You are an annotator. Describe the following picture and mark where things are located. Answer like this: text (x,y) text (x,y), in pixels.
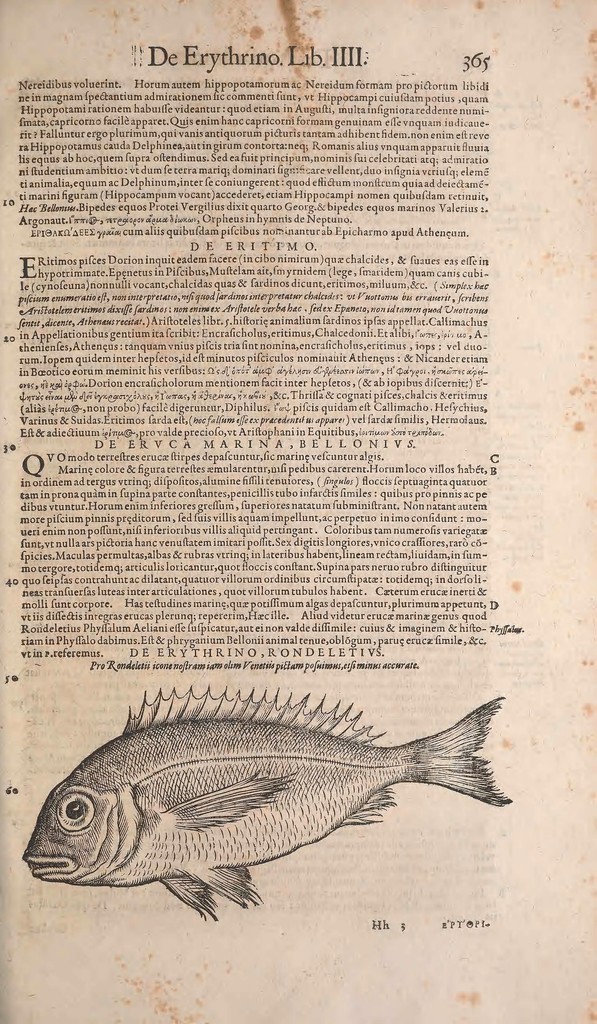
In this image we can see a paper (296,584), on that there is a picture (252,771) of a fish (256,735), also we can see some text (254,275) on it.
